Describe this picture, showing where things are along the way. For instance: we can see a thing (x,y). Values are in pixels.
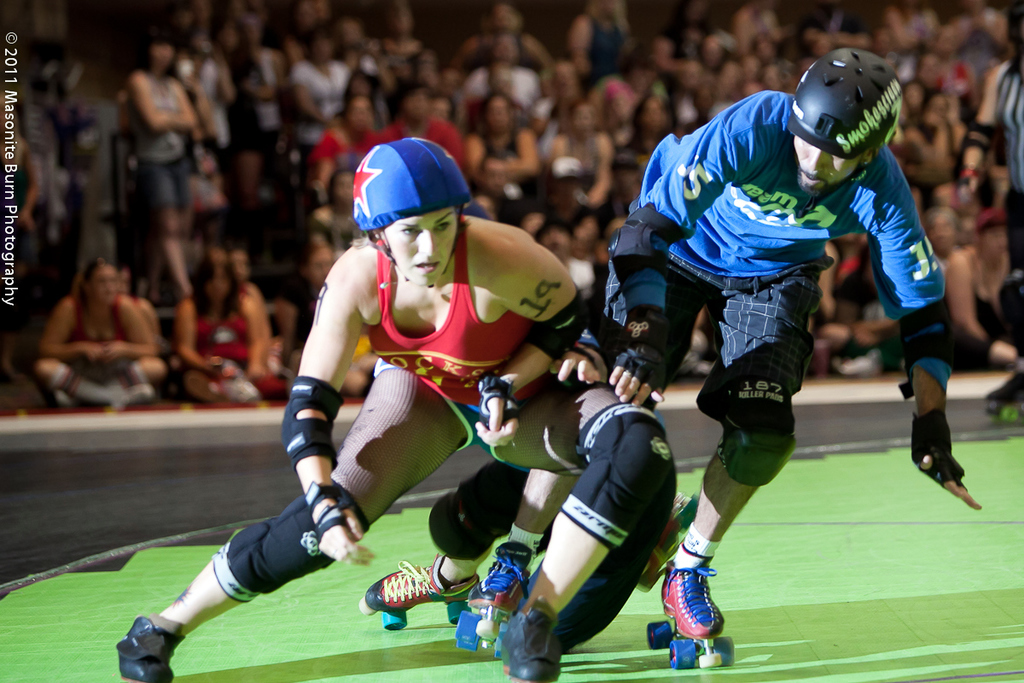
In this picture, it seems like people (651,440) skating in the foreground area of the image (457,403), there are other people (498,81) sitting in the background (498,81).
